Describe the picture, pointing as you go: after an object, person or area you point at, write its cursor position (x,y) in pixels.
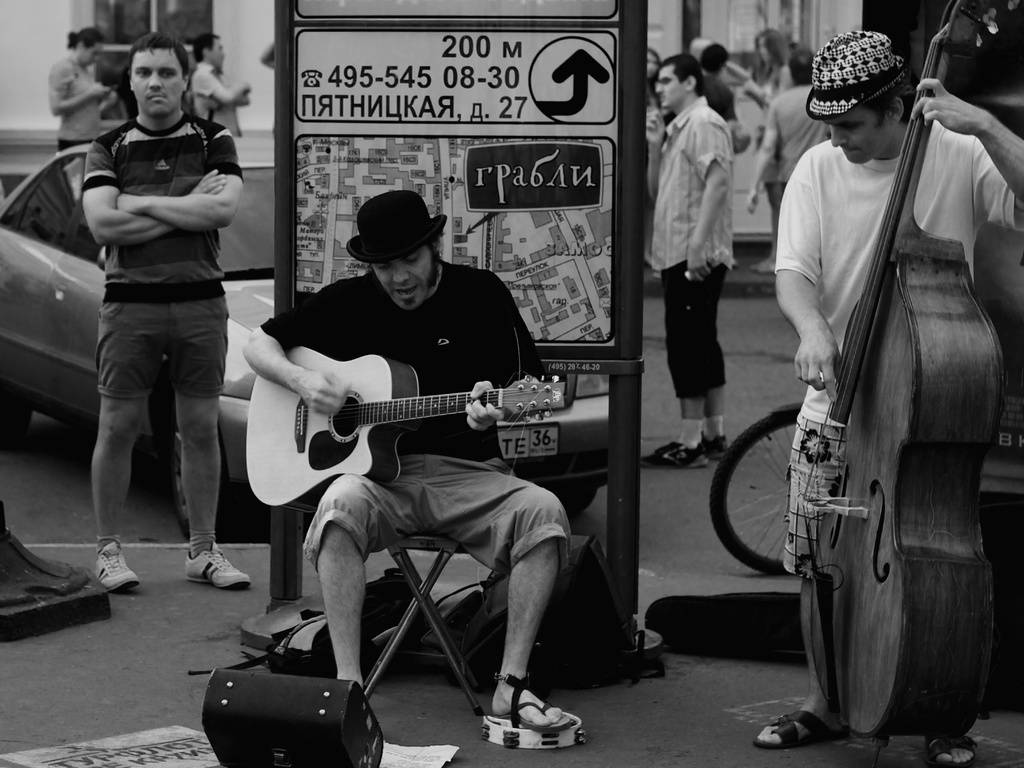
Person (459,480) playing guitar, in the back there is car (242,300), another person (151,349) standing this is poster (548,226) and these is vehicle (751,481).
